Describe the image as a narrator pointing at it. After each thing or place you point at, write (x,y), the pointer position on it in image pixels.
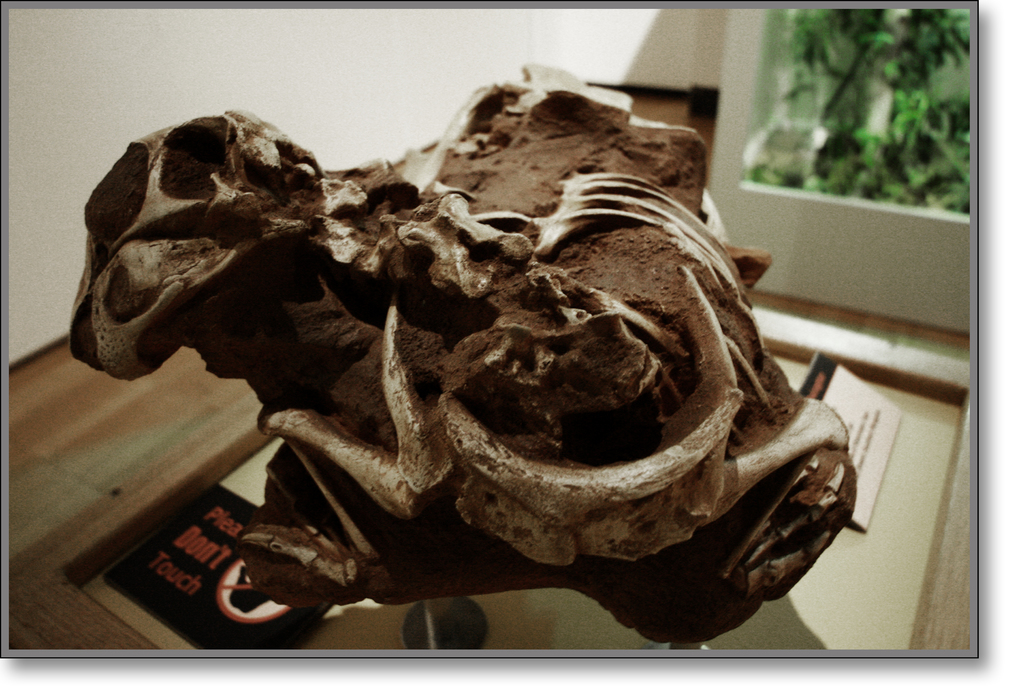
In this image there is an object (431,269) which is brown in colour in the center (551,356). In the background (818,97) there are trees (879,109).
